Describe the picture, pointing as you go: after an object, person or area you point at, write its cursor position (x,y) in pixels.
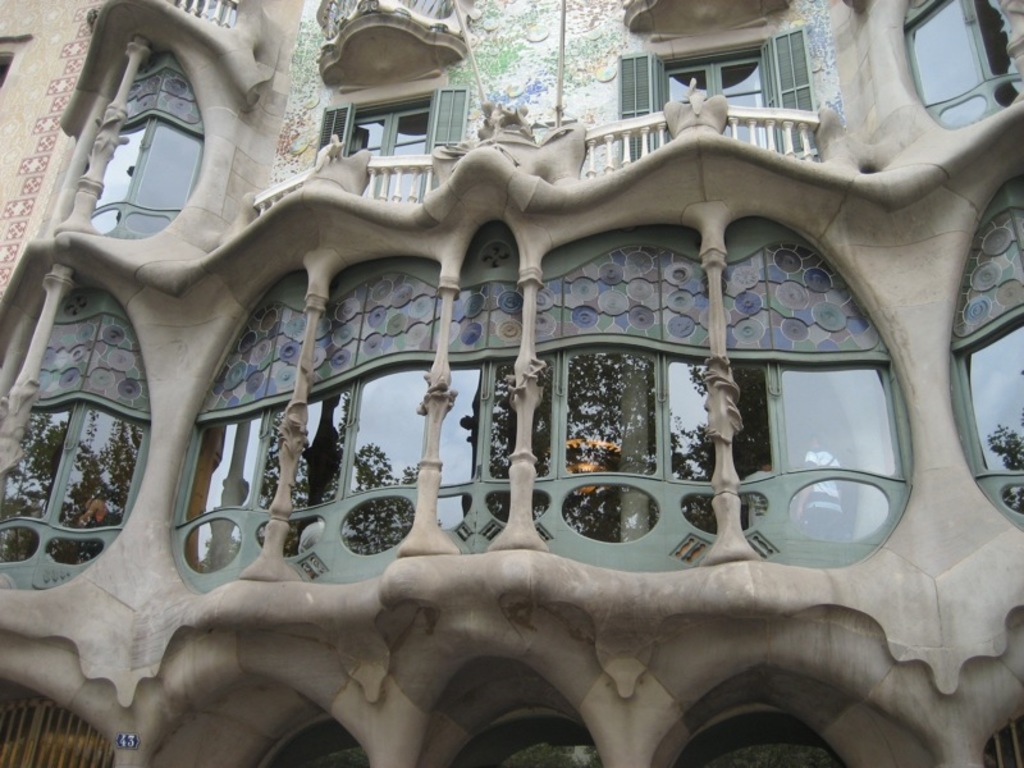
In this image I can see a building (180,344) along with the windows (420,127).
